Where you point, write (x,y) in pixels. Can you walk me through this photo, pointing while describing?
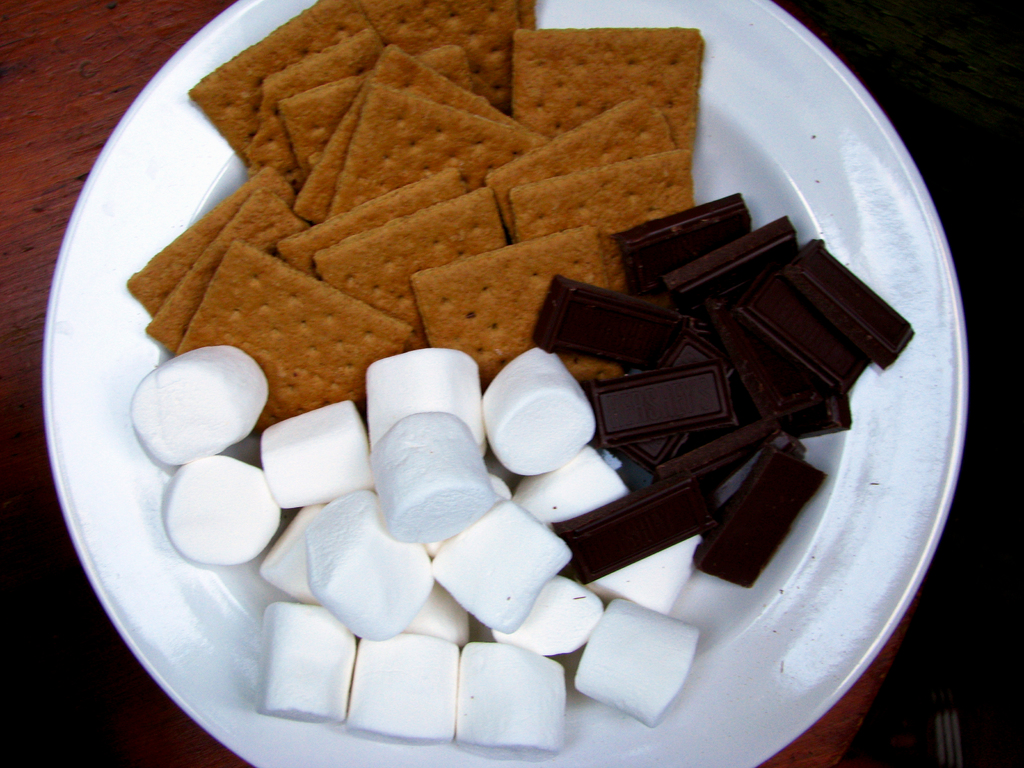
In this image we can see biscuits (384,257), dark chocolate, marshmallow (208,549), in the plate (157,622), there is the wooden table (10,718).
